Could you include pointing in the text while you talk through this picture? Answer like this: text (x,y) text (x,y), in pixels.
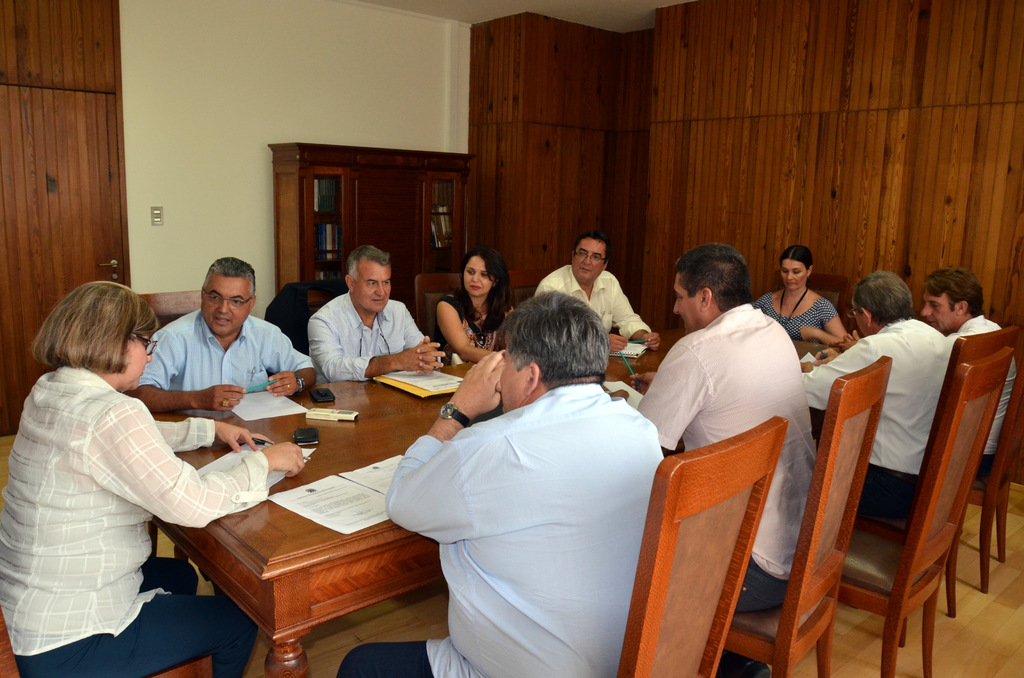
There are many people (470,358) sitting in a room (425,314). There are three ladies (475,309) and seven men (637,421) are sitting on a chairs (840,488). In the middle (365,435) there is a table (363,430). On the table (347,402) there are some papers (338,482) and files (416,394). Behind them there is a cupboard (367,195). And we can also see a door (111,242) to the left corner (86,251).
